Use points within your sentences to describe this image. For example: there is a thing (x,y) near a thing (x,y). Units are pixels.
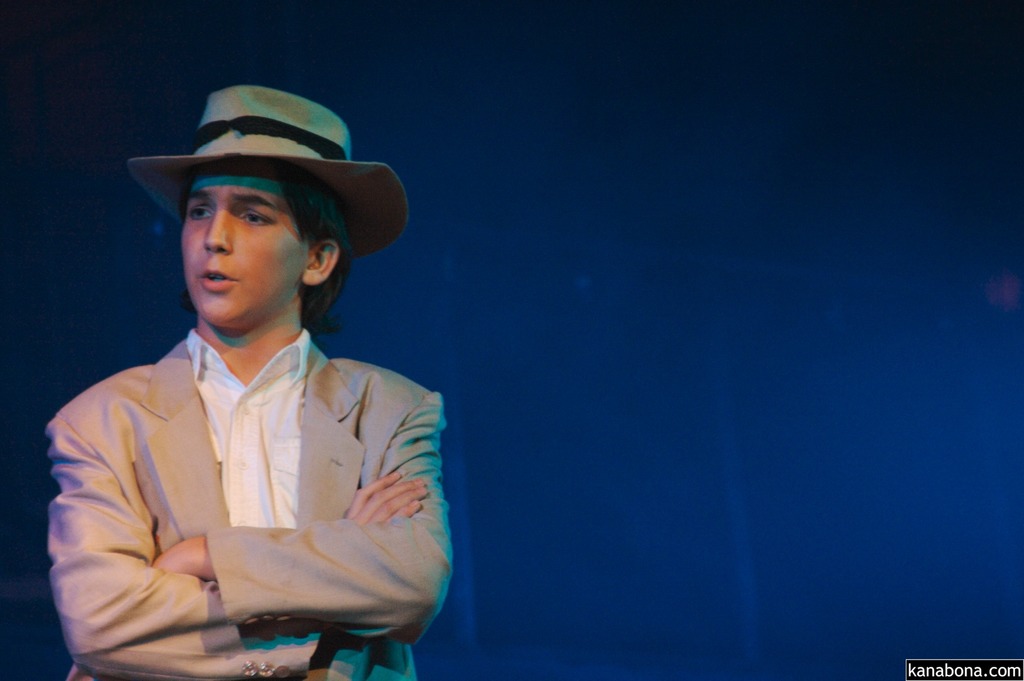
In this image there is one person (339,469) standing on the left side of this image (327,393) is wearing a cap (252,150) and as we can see there is a blue color background (537,170).
